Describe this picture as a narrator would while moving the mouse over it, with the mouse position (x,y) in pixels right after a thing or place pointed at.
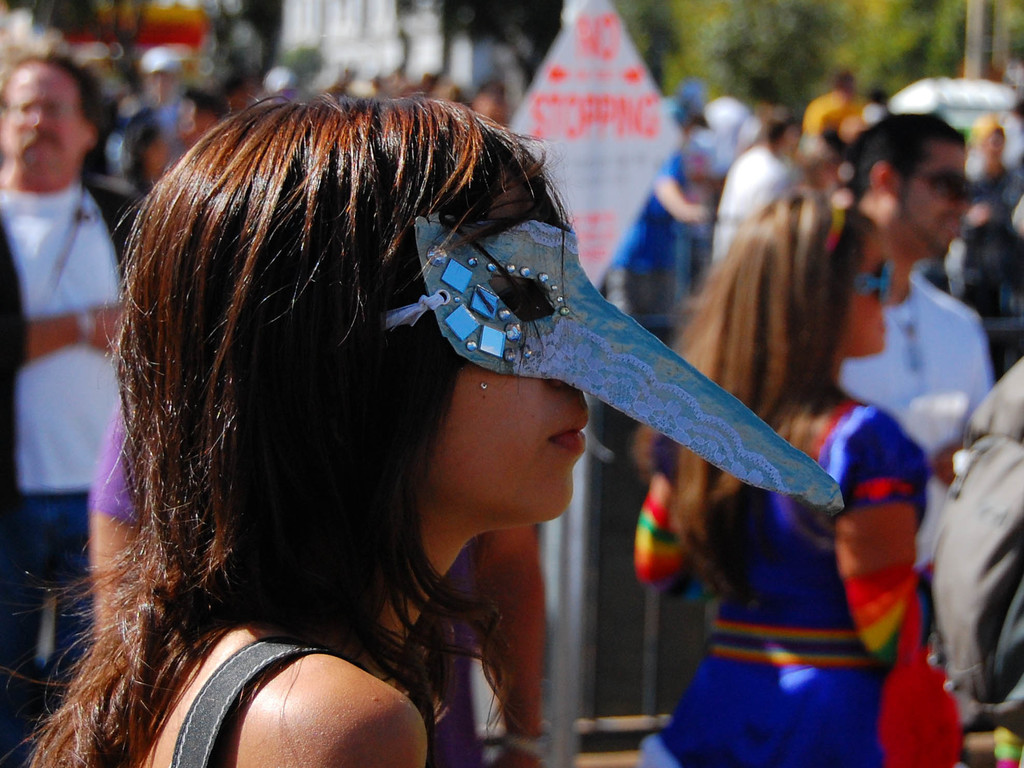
In this image in the foreground (468,512) there is one woman (375,484) who is wearing a mask (524,319), and in the background (59,459) there are a group of people (51,438) who are standing and also there is one pole (561,576) and board (608,105) and some trees (782,38).
